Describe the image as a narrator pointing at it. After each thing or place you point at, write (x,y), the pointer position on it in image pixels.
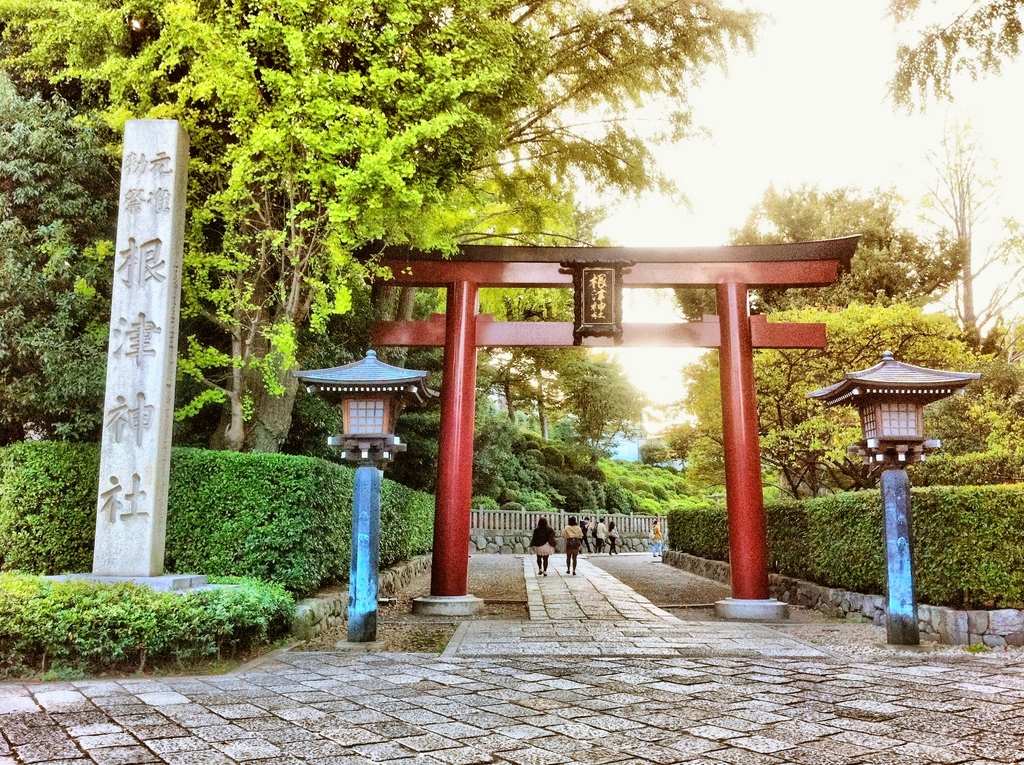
In this picture there are trees (422,192) on the right (847,436) and left side of the image (309,78), there are trees (167,39) on the right (698,484) and left side of the image (253,344), there are lamps (888,561) in the image.
